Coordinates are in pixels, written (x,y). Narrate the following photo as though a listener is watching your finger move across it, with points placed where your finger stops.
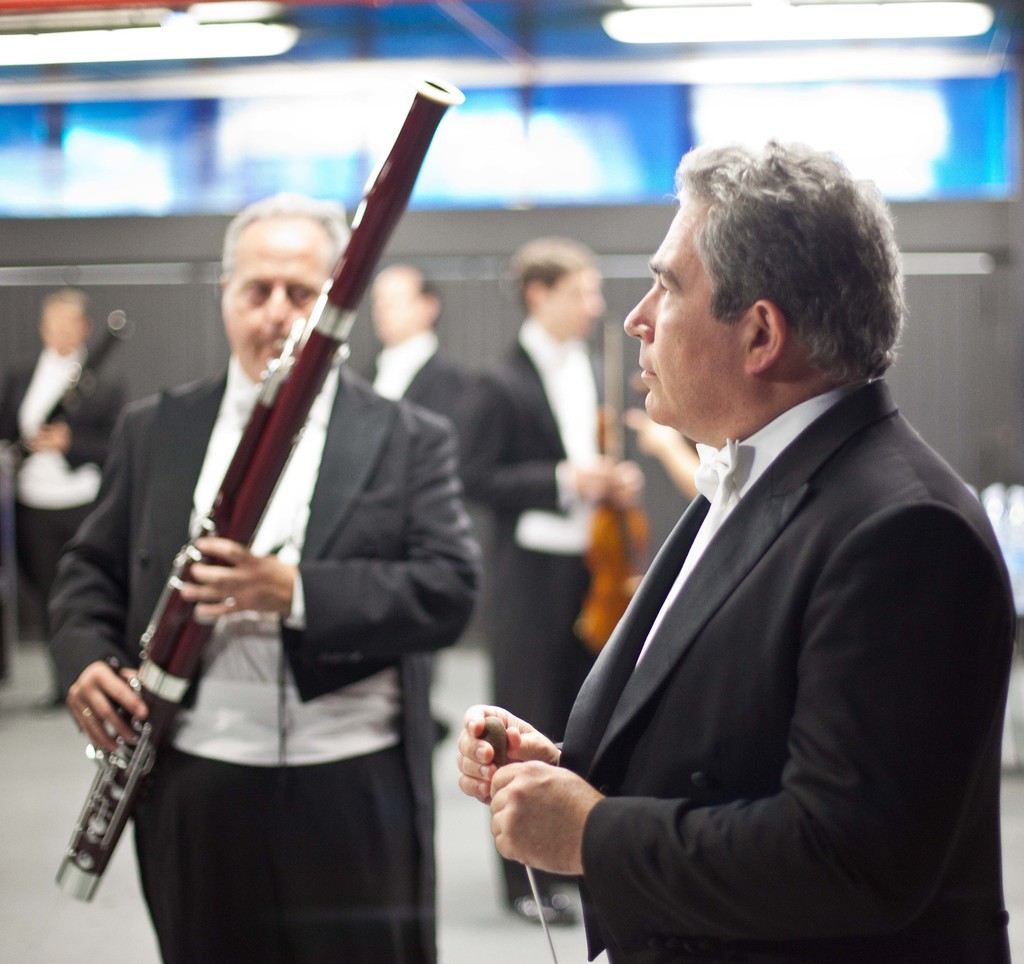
In this image, I can see few people (139,438) standing. They are holding different types of musical instruments (257,516). I think these are the lights (706,26).
